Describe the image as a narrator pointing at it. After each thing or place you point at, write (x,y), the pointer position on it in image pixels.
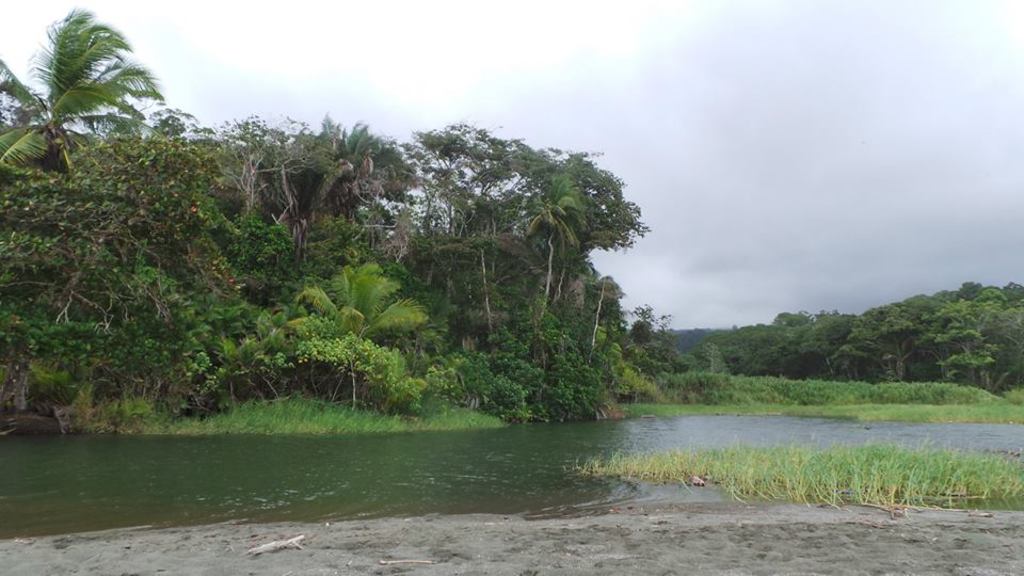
In this picture, we can see some trees (418,263), plants (572,347), grass (787,402), water (754,425), ground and some objects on it and we can see the sky (707,193) with clouds (736,195).
